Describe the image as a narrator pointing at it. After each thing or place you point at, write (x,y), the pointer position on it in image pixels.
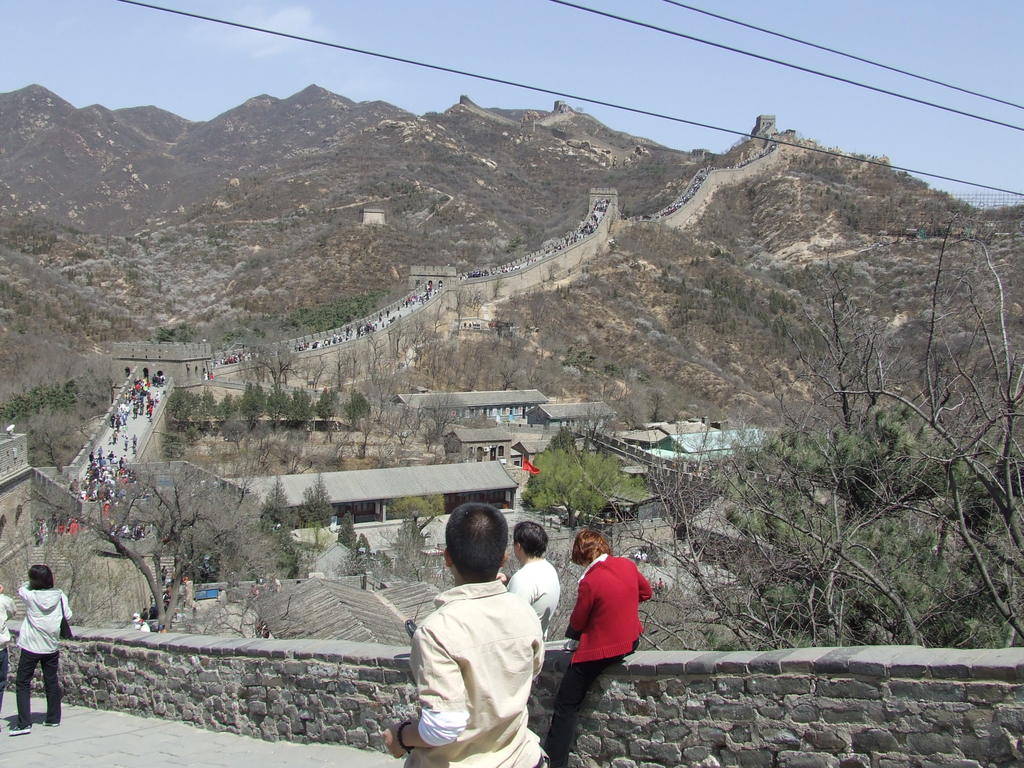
In this picture we can see a person (636,647) on the wall (606,692). There are a few people (430,709) visible on the path (533,252). There are a few trees (186,437), houses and mountains (337,127) visible in the background (445,139). Some wires (994,121) are visible on top (216,17). Sky (588,63) is blue in color.
